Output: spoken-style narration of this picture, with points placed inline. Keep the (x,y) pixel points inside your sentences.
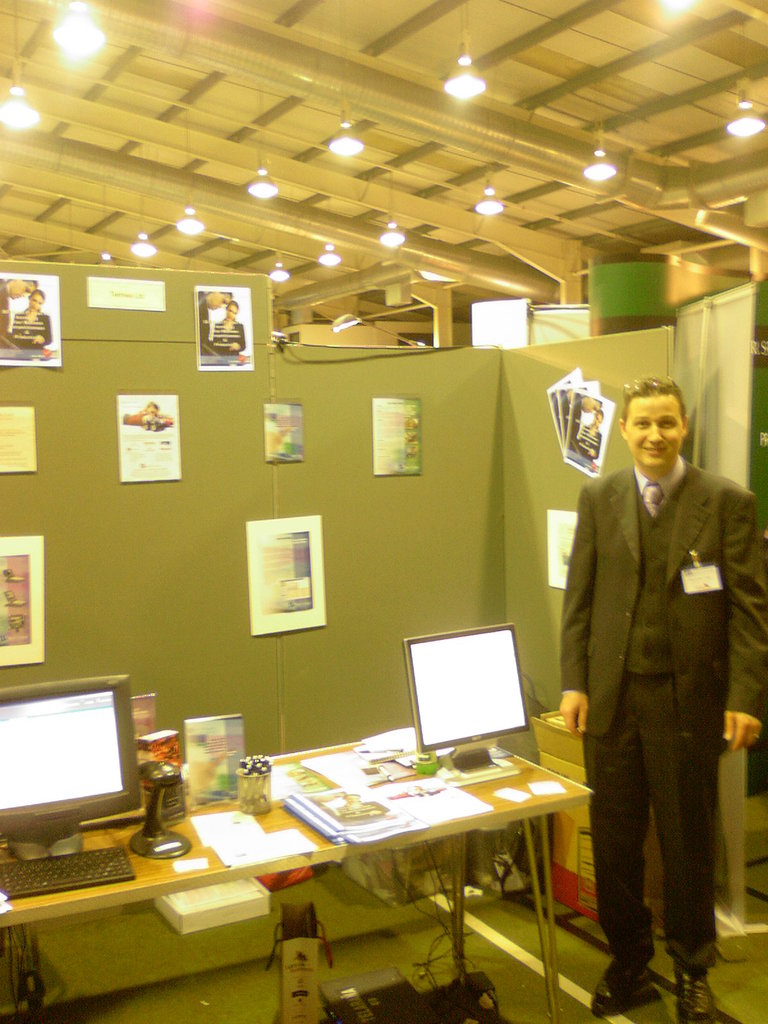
In this image there is a person (599,577) wearing suits (626,857) standing at the right side of the image (592,662) and there are systems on the top of the table (421,836) and there are paintings (276,451) attached to the wall (418,511).
